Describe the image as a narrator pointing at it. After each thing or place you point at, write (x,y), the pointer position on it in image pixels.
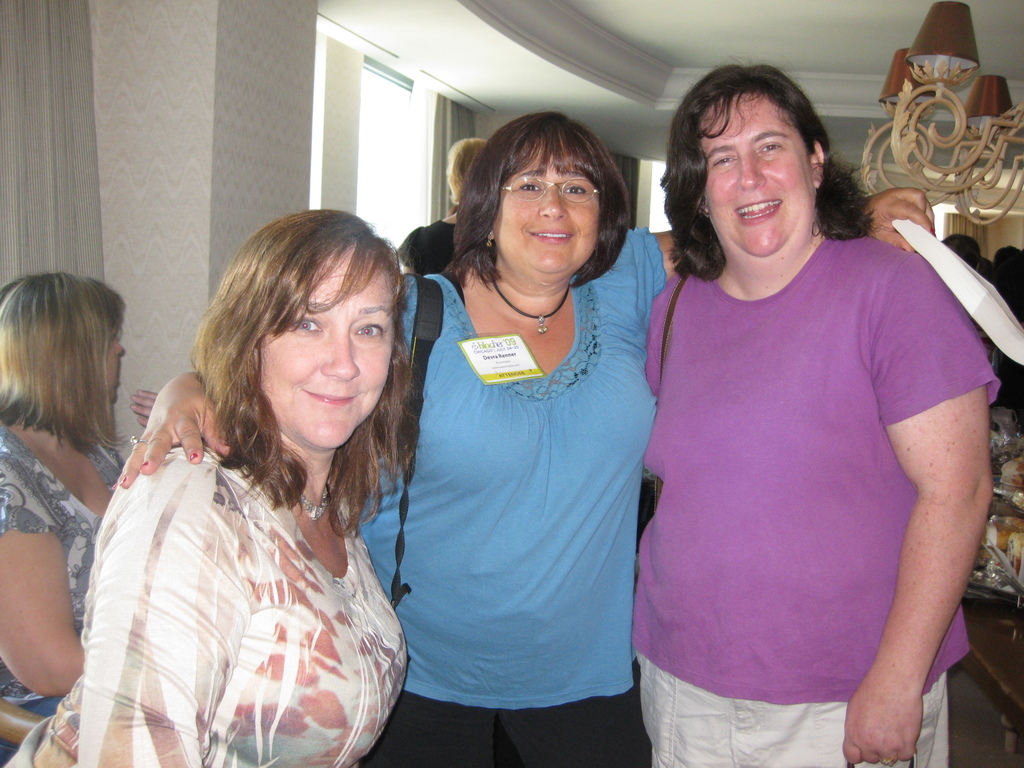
In this image I can see group of people (638,429) standing. In front (535,332) the person (512,398) is wearing blue and black color dress (584,350), the person (683,473) at right (742,479) is wearing purple and cream color dress (816,629). In the background (278,145) I can see few windows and the wall (219,123) is in cream color.
